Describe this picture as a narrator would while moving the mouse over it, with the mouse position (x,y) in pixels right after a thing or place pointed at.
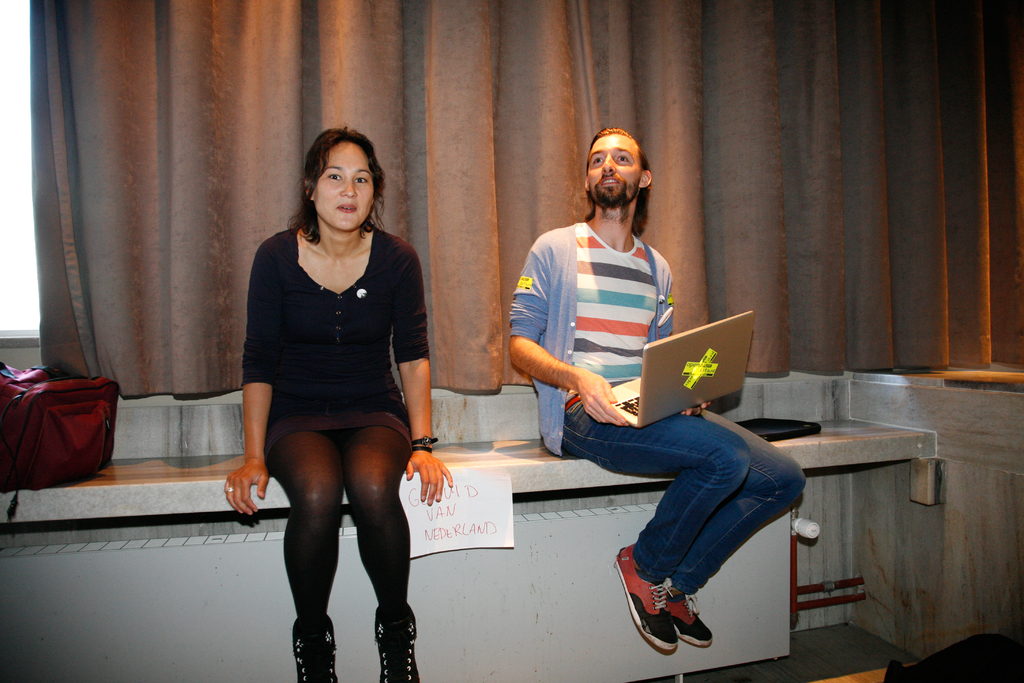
In this image there is a man (545,292) and a woman (374,315) sitting on a bench (518,455). The man (637,350) is holding a laptop (689,366) in his hand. The woman (418,356) is holding a paper (437,510) in her hand (431,491). There is text (456,508) on the paper (447,509). Beside the woman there is a luggage bag (102,433). Behind them there is a curtain (585,88).
